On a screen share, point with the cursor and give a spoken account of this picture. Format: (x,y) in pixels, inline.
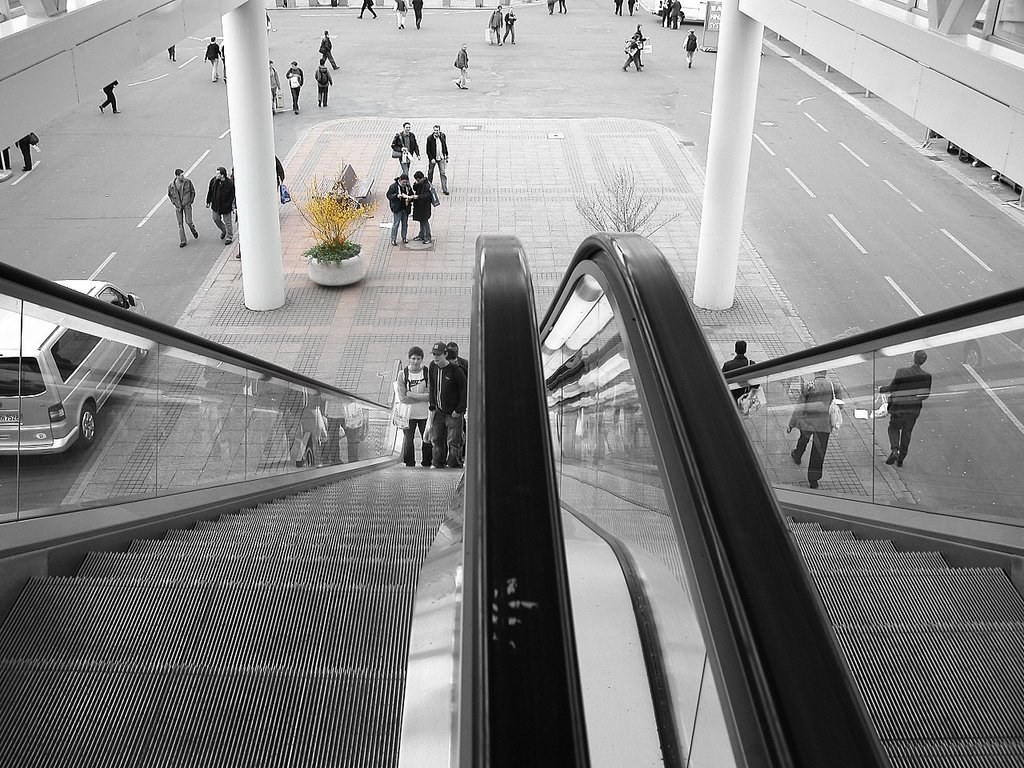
In the center of the image (468,393), we can see some people (452,401) on the escalator (472,474) and in the background (117,287), there is a vehicle (130,295) and many people (321,61) on the road (690,100) and we can see a flower pot (362,255).
